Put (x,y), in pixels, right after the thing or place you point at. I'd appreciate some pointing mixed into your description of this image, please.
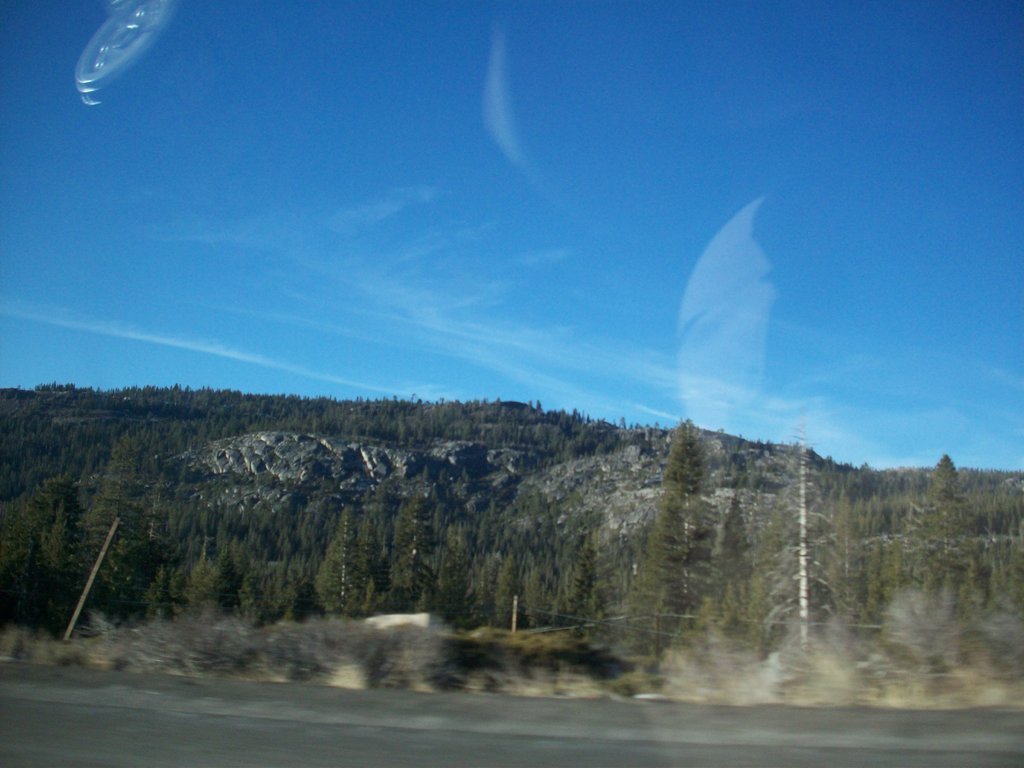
In this image I can see there is a picture (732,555) with the reflection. And there is a road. At the back (545,499) there is a mountain (545,499) and a tree (444,414). And at the top (532,231) there is a sky (525,246).
